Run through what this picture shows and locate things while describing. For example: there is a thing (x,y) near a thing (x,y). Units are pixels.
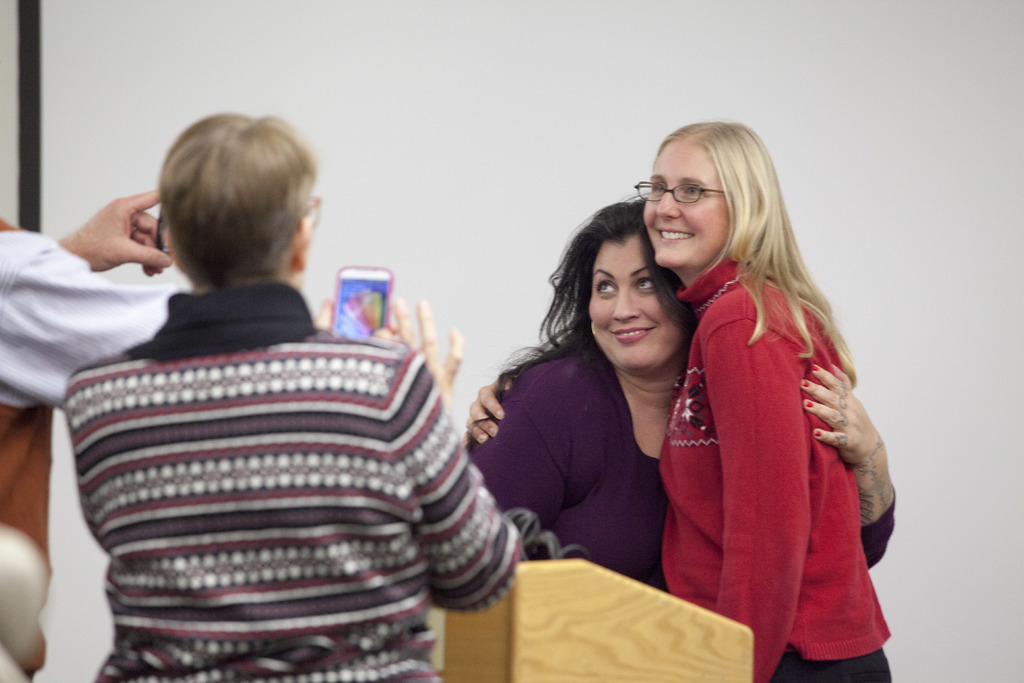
In this image I can see there are two girls (693,419) hugging to each other and they are smiling and one person (266,383) taking the picture of another person (583,343) and I can see a person hand (110,221) visible on the left side (41,278) and in the background (515,76) white color visible.
